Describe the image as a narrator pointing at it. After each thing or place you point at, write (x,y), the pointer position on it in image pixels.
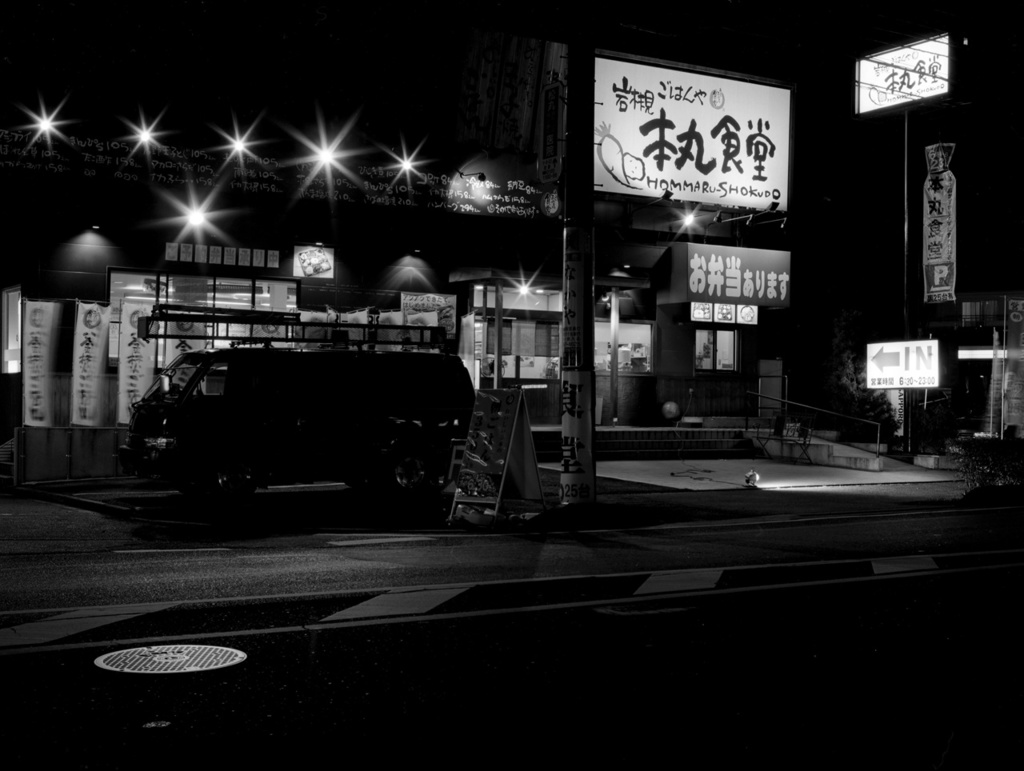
In the image we can see a vehicle (233,453) on the road (191,503). This is a pole (588,246), poster (696,175), electric wires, stairs (717,451), building (281,280), banners (100,329), lights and a plant (974,466). This is a footpath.
